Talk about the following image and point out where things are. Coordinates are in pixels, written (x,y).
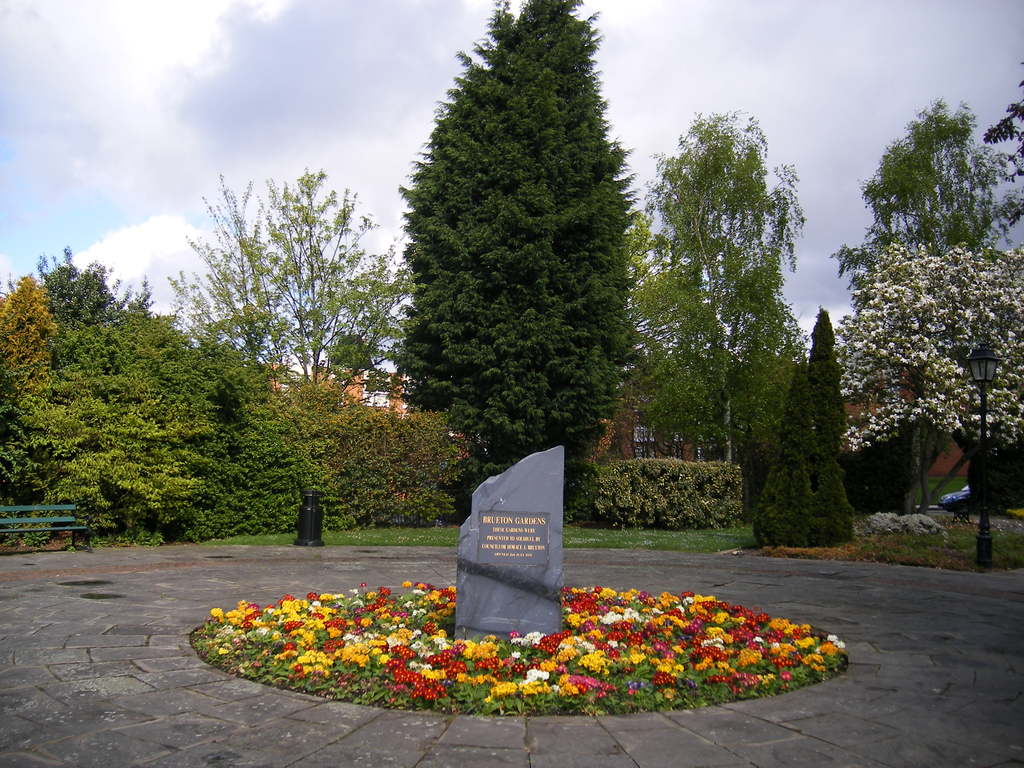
In this image, we can see a stone (506,586) with some text (510,542). Here we can see plants (534,662) with flowers (598,668). Here there is a walkway (939,661). Background (983,383) we can see plants (428,467), trees (993,392), bench (2,523), pole (982,544) with light (990,369) and sky (13,115).
